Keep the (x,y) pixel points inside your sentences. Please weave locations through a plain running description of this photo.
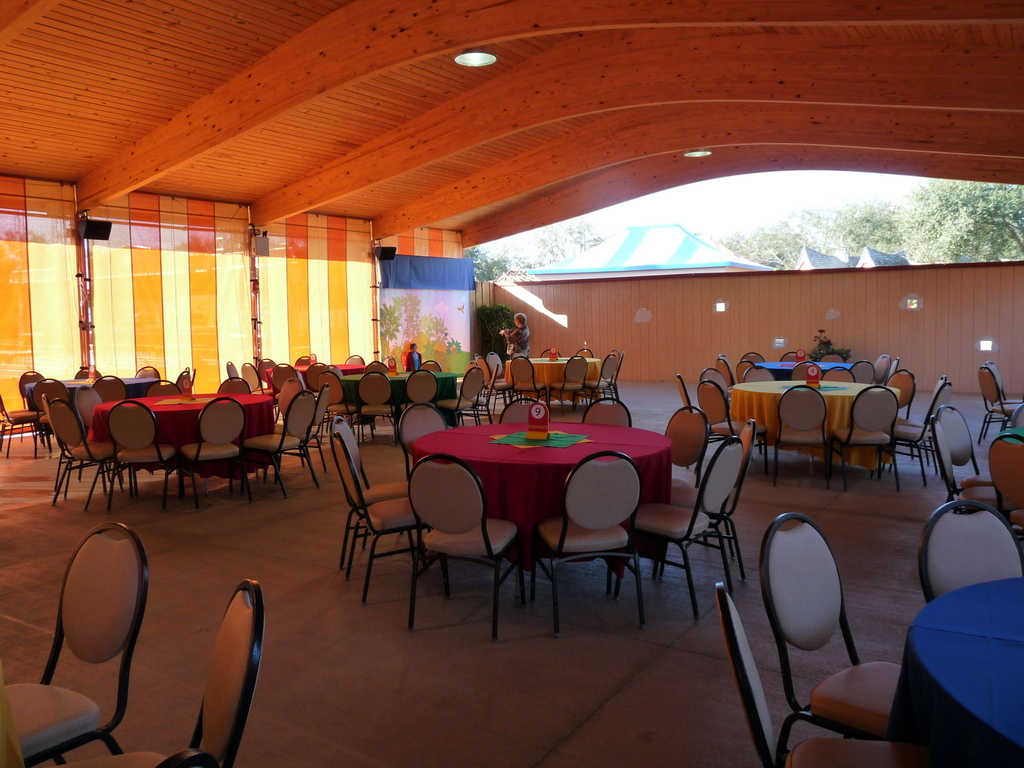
In this image I can see so many dining tables (976,628) in the hall (259,740), also there are two people (525,338) standing at the back (513,332), around them there is a cloth wall (274,340) and shed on the top (167,40).
